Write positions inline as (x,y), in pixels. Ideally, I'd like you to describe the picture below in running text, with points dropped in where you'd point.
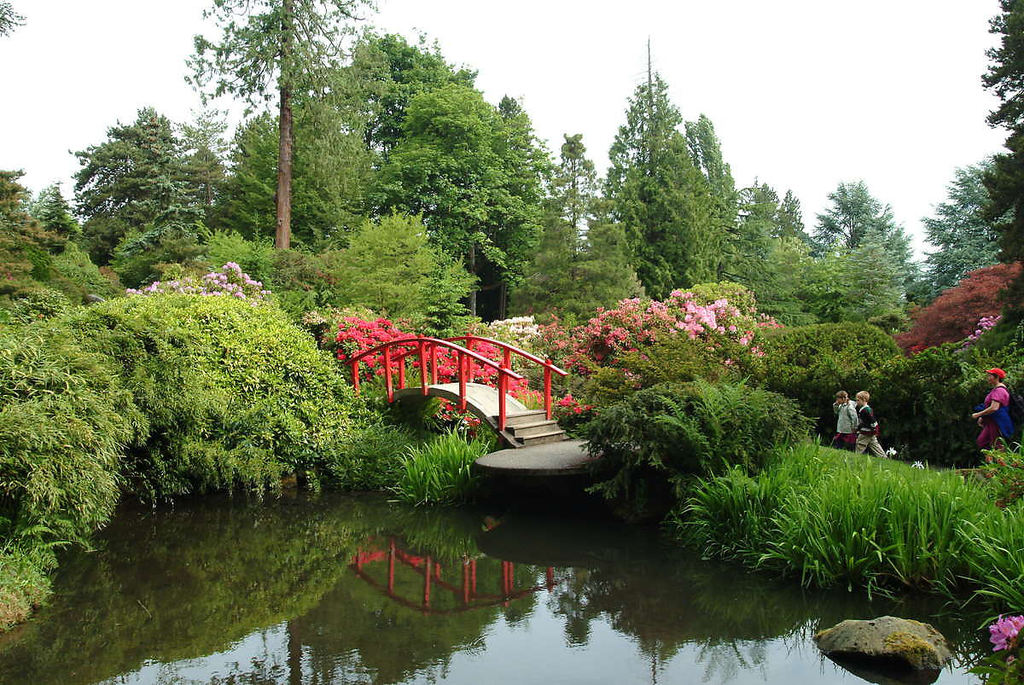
At the bottom of the picture (603,589), we see water (811,631) and this water (811,631) might be in the pond (811,631). On the right side (804,555), we see the grass (786,548), stone (864,638) and plants (846,496). On the right side (992,375), we see three people (837,399) are walking. In the middle of the picture (471,349), we see the staircase (536,434) and the bridge (497,416). Beside that, we see the railing (461,372). On the left side (177,330), we see the trees (248,368) which have flowers (235,281). These flowers (342,349) are in violet, red, white and pink color. There are trees (480,208) in the background (509,158). At the top (643,36), we see the sky (764,43).
